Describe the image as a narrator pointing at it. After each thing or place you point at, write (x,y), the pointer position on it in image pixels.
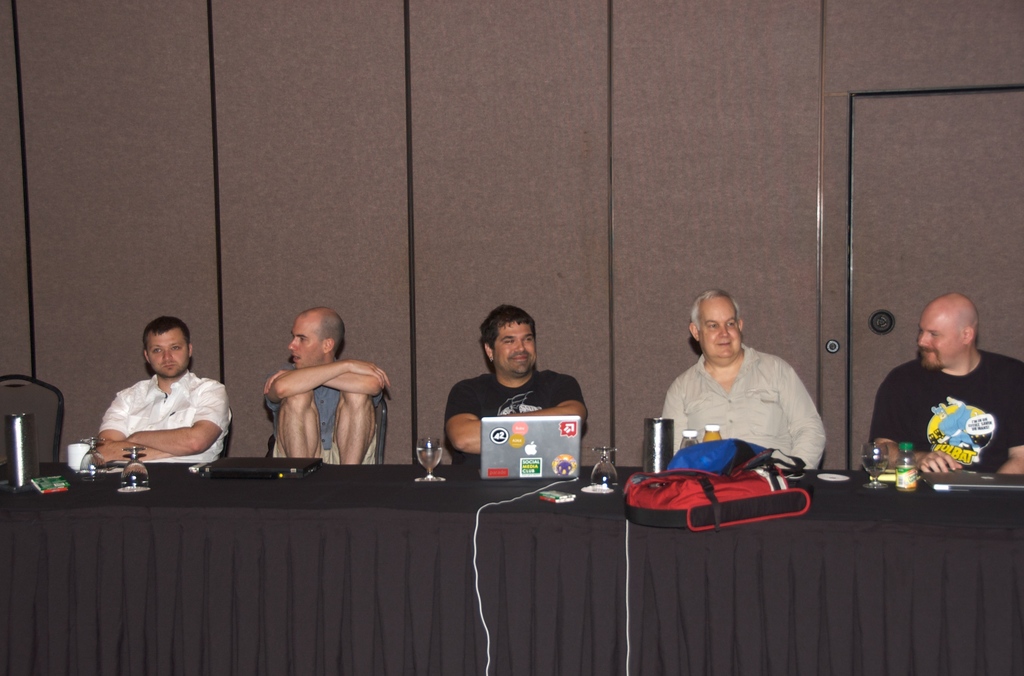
There are five people (473,394) sitting in a chair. There is a table (443,466). There is a laptop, bottle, bag (676,494) on a table (475,474). We can see in the background (445,450) there is a wall (409,418).
